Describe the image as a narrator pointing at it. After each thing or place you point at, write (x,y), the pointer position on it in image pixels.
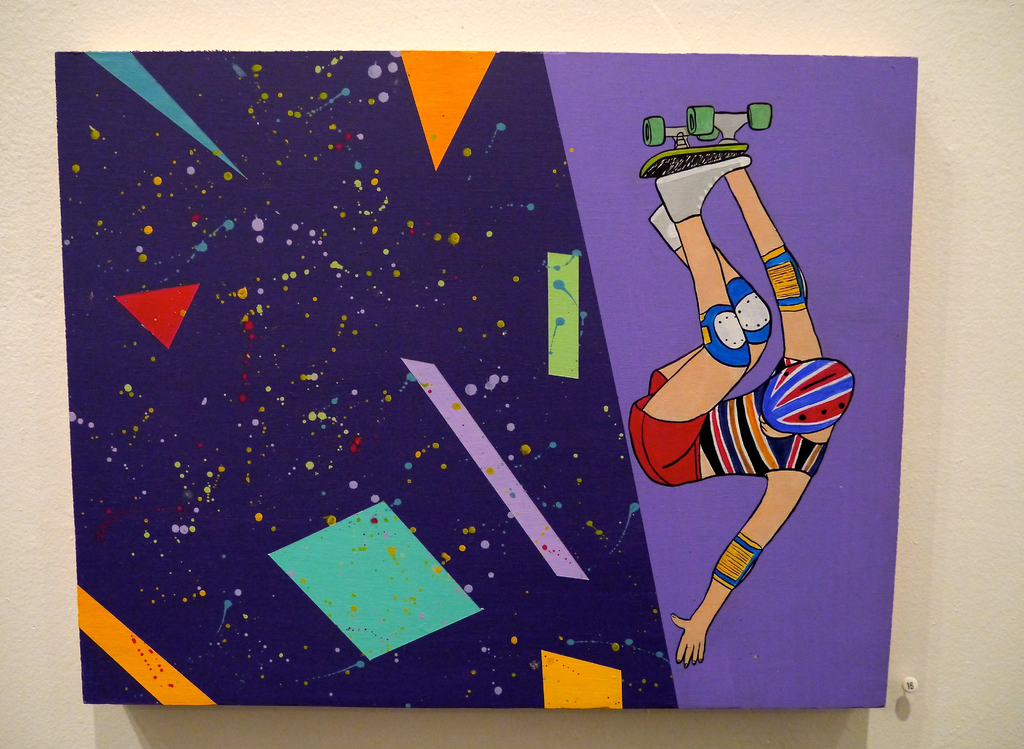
In this picture we can see a board (767,568) which is painted with different colors, in the background (972,408) there is a wall (947,454), we can see painting (716,429) of person (787,411) here.
